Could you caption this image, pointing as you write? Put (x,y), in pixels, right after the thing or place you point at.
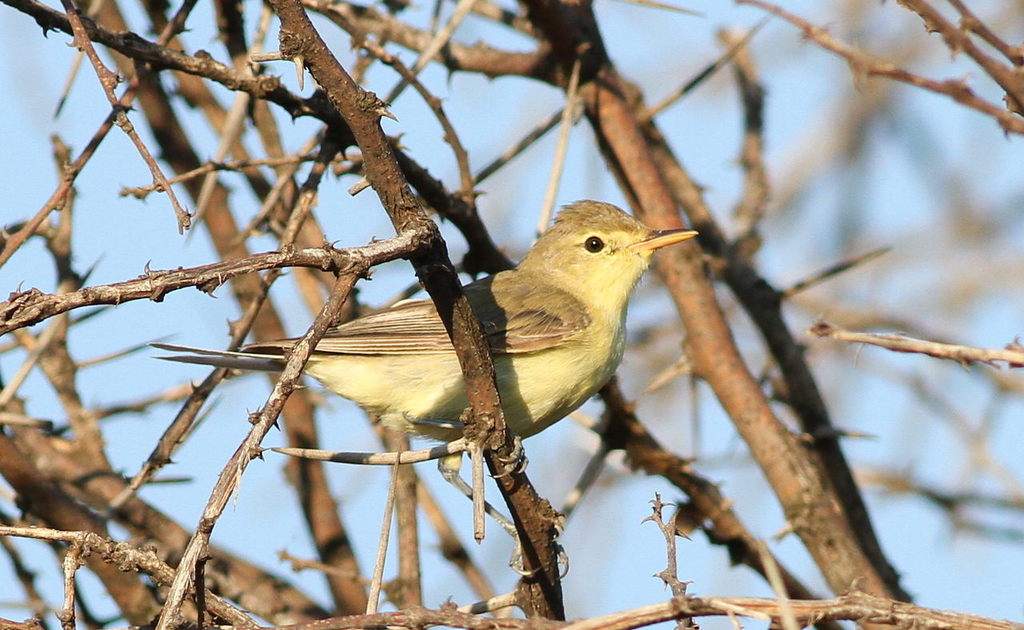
In this image I can see the stems (487,375). In the middle of the image (452,381) there is a bird (517,396) on a stem (475,436). It is facing towards the right side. In the background (90,218), I can see the sky (119,235).
